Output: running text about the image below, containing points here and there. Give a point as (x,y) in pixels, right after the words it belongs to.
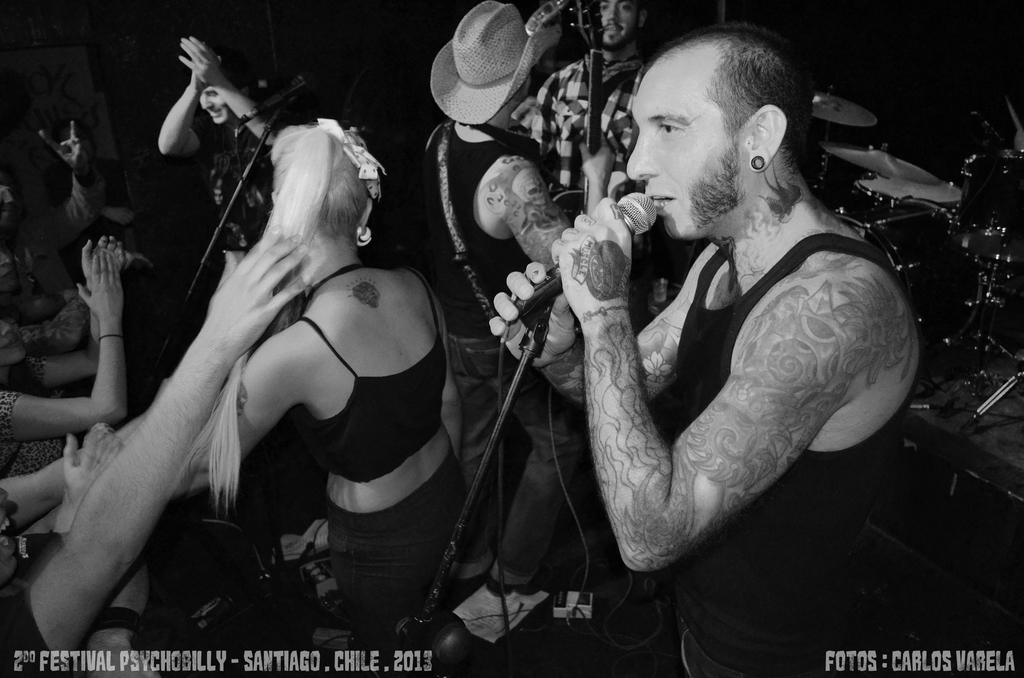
There are many people (496,294) standing. There is a man (780,324) holding his mic (635,224) in his hand (605,220). Behind him there are some musical instruments (921,182) like drums (920,180). There is lady (327,369) standing. At the back of her there is a man (485,178) standing with hat (458,50) on his head (474,76).
